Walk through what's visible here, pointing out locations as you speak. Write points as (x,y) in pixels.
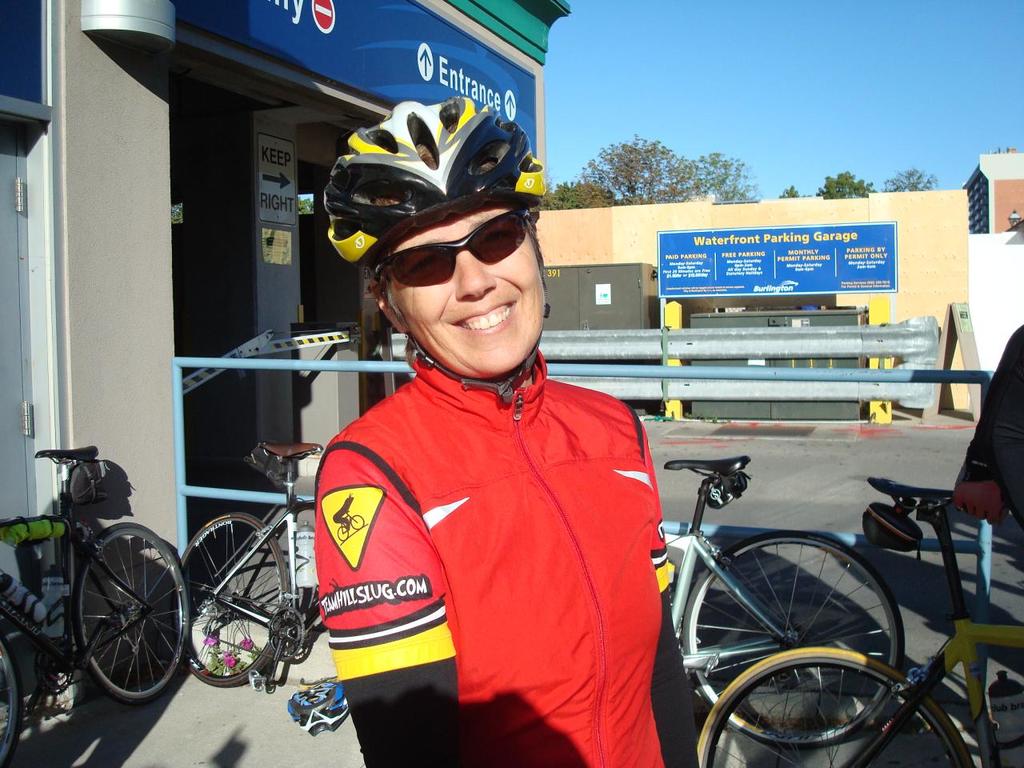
In this picture we can observe a person (465,558) wearing a red color jacket (509,492), spectacles (429,271) and a helmet (396,172) on their head (509,317). The person (474,314) is smiling. We can observe some bicycles (293,583) parked here. We can observe a building (361,63) on the left side (98,153). There is a blue color board (749,256) fixed to the yellow color poles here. In the background (722,112) there is a sky (709,106) and there are some trees (690,174).
